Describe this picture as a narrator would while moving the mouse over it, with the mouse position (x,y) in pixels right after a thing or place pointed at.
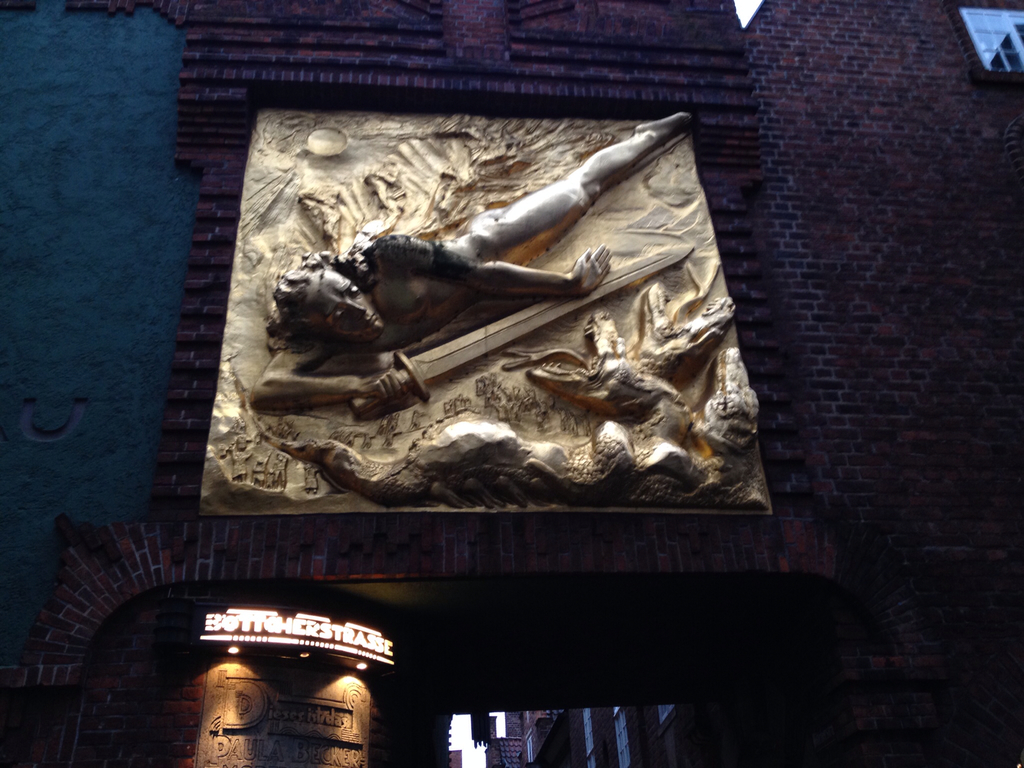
In this image there is a building (89,722) with some architectural structure (459,285) on it, beneath the building (332,581) there is a name display (284,620) with lights (331,629).
